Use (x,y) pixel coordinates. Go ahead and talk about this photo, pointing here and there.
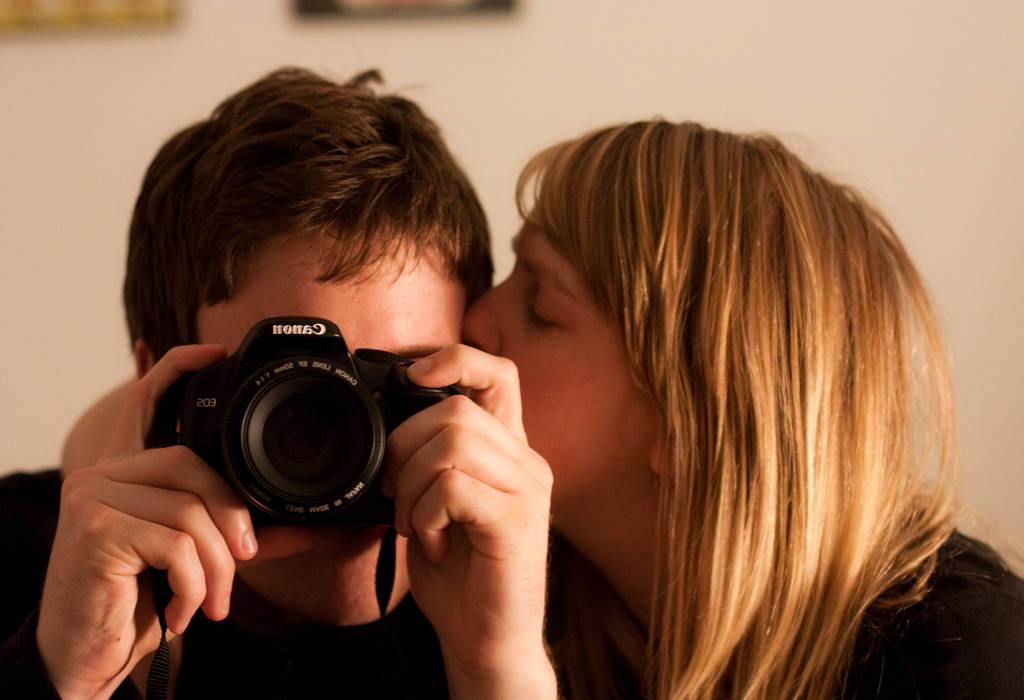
The lady (726,370) in the right corner (731,371) is kissing the person (442,337) beside her who is holding a camera (352,445) in his hands (392,461).
